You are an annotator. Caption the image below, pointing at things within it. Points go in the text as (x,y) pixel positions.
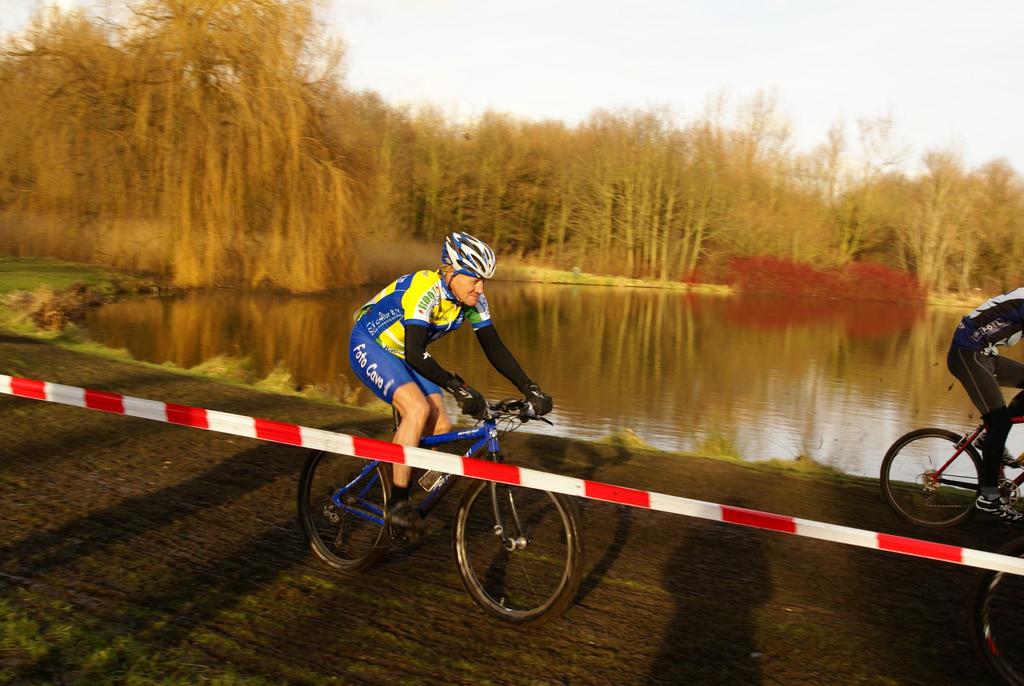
There is a man (424,424) in the center of the image (454,325), he is cycling and there is another man (976,327) on the right side of the image (975,343) and there is a barrier tape (436,455) in the foreground area (567,496) and there is water (795,307) and trees (489,182) in the background area (592,205), there is sky (635,98) in the image.
